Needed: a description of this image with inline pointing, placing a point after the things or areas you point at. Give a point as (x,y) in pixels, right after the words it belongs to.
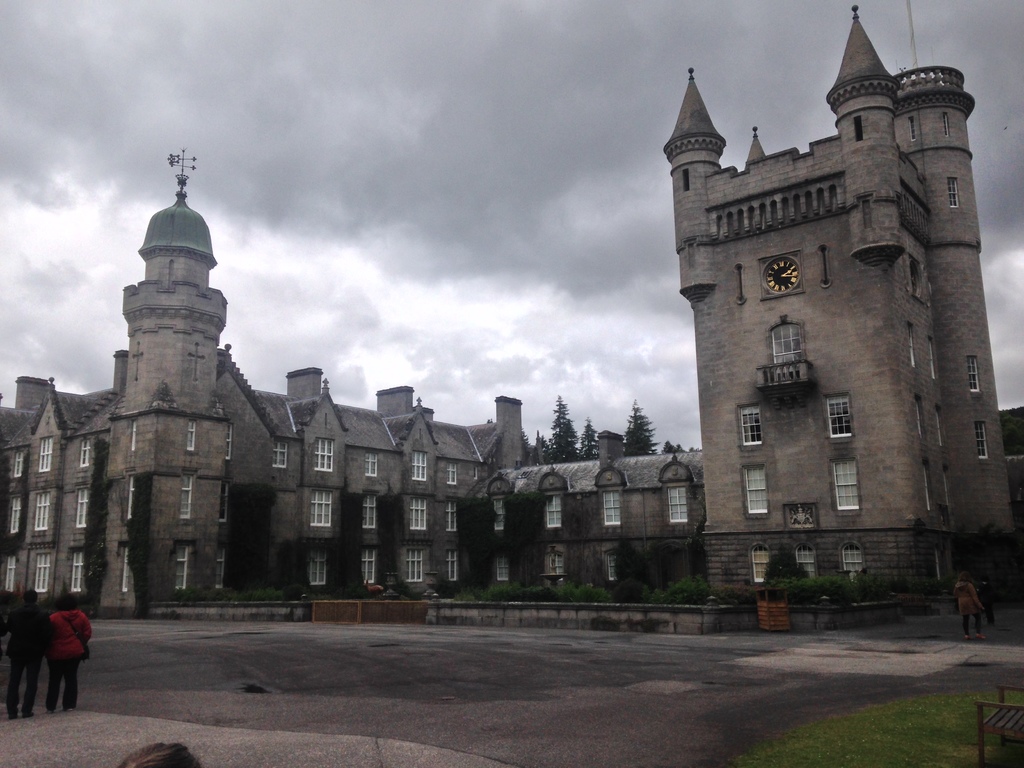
Here in this picture we can see buildings (749,500) with number of windows (678,506) present over a place and we can also see some part of ground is covered with grass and we can see plants (286,587) and trees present and on the right side (774,277) we can see a clock (788,276) present on the building (764,287) and we can see the sky (312,337) is fully covered with clouds (284,235) and on the left side (70,647) we can see two people (49,642) standing on the ground (77,723).
